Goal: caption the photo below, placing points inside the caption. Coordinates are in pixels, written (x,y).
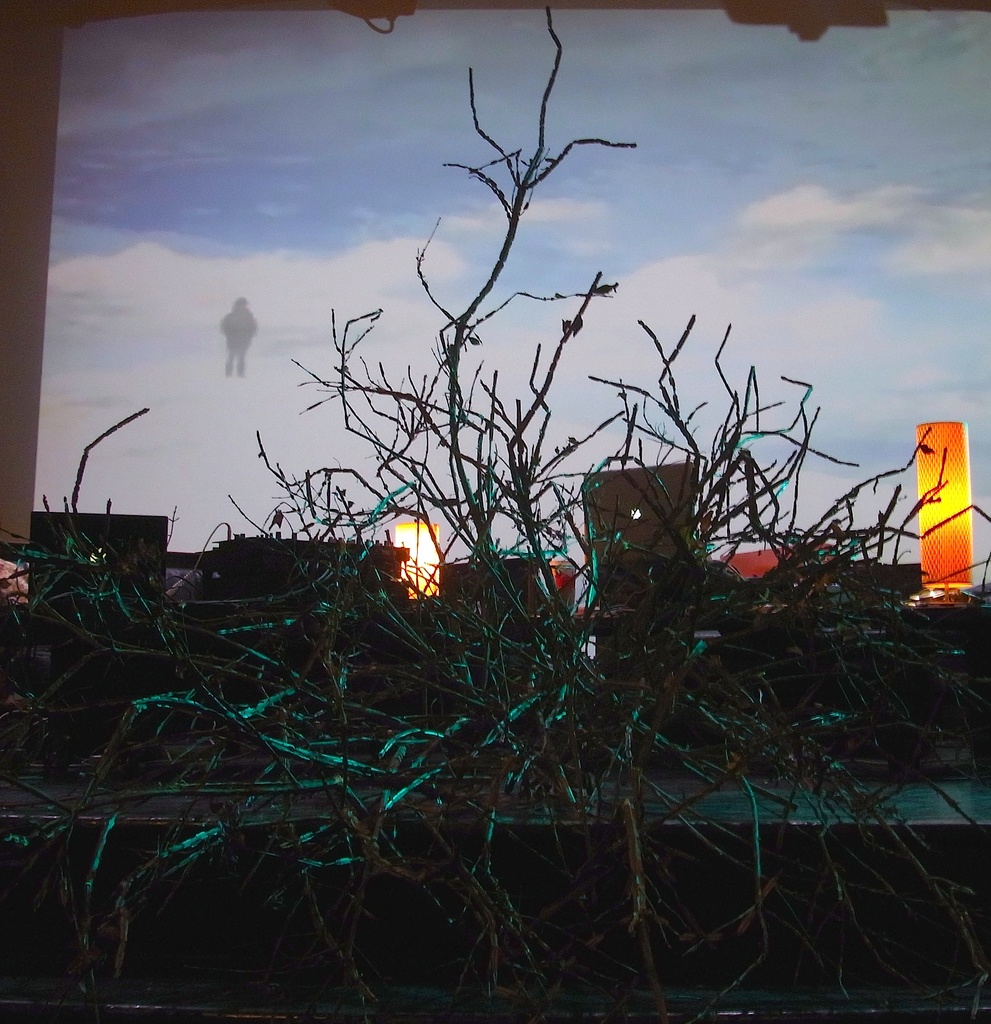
In this picture we can see plant (248,652). On the table (974,612) we can see laptops (609,511), box (569,597) and other object (349,559). Here we can see projector screen (334,294) in which there is a man (231,357) who is standing on the snow (271,389). Here we can see sky (799,160) and clouds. On the right (935,454) there is a light (966,558).
